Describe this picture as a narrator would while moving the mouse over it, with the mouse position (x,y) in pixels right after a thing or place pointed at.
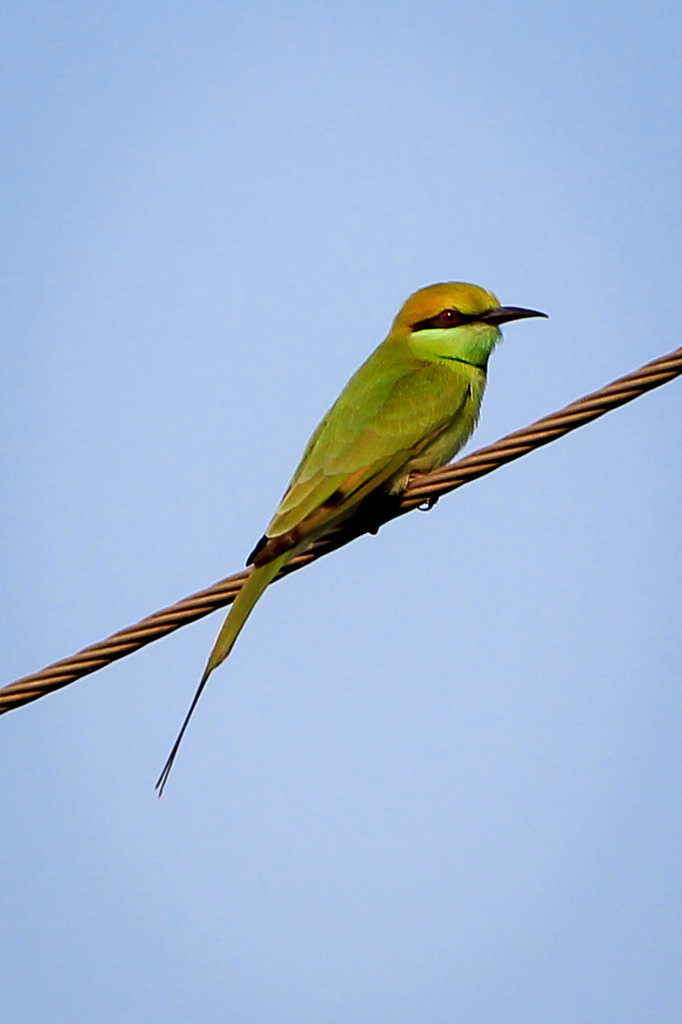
In this image I can see a wire (443,481) and on it I can see a green colour bird (428,425). I can also see blue colour in background (472,541).
